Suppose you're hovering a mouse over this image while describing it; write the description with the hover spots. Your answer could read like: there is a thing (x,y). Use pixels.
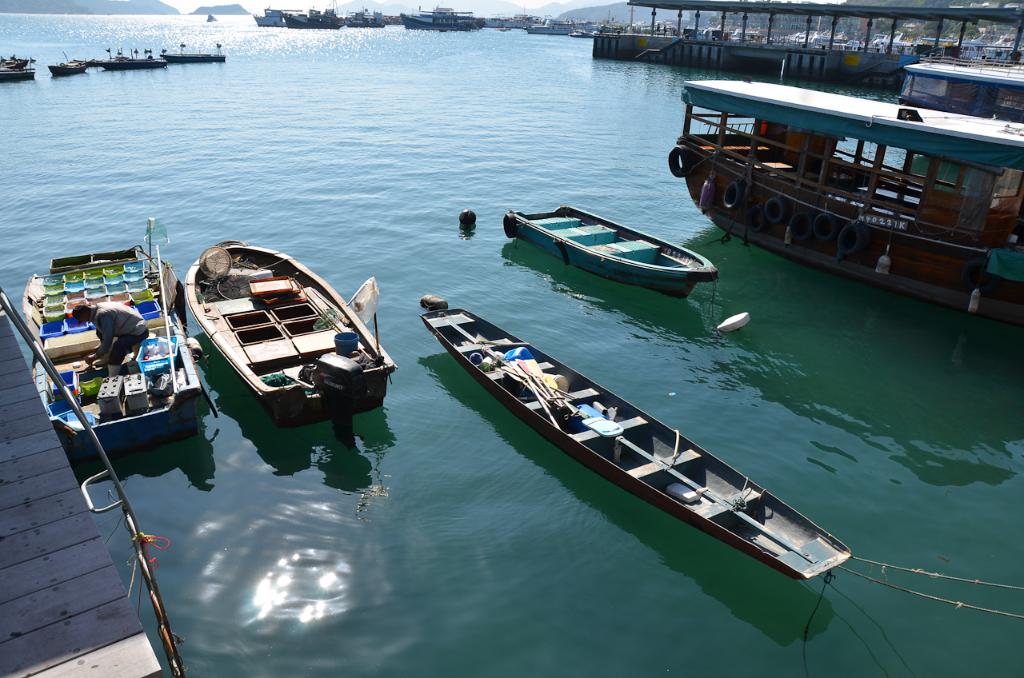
In this image we can see some boats (877,204), water (386,150) and other objects (808,27). In the background of the image (564,16) there are mountains (48,9). At the top of the image (228,3) there is the sky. At the bottom of the image (576,603) there is the water (490,628).
